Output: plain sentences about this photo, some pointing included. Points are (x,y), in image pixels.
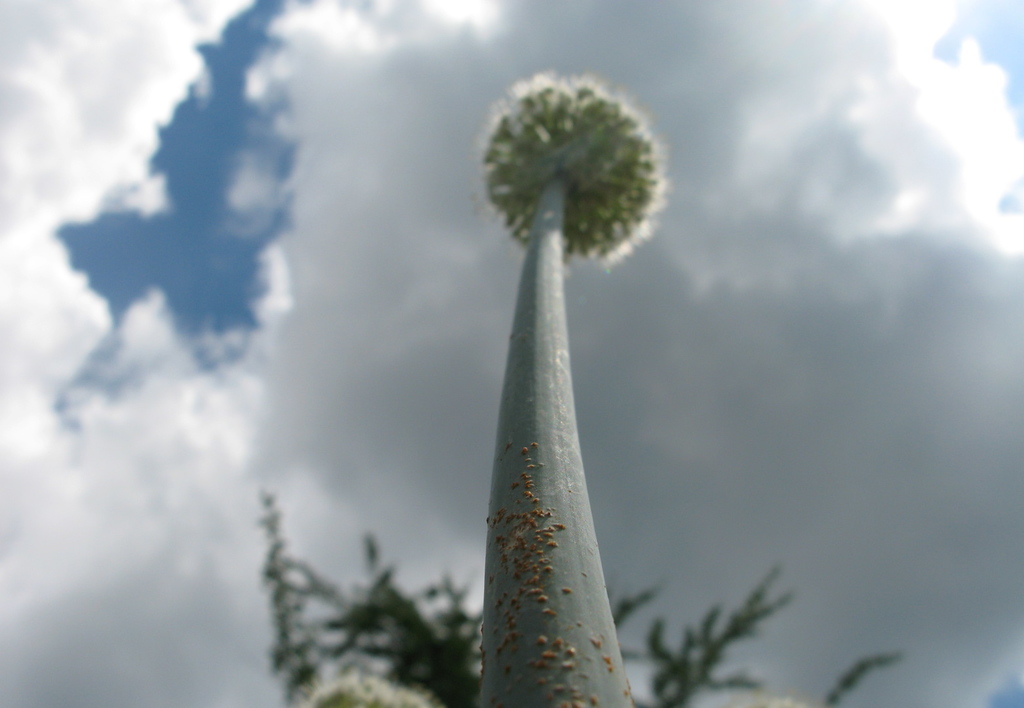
In this picture we can see a flower (575,186) in the front (585,207), in the background (439,681) there is a tree (454,652), we can see the sky (311,202) at the top of the picture (299,145).
